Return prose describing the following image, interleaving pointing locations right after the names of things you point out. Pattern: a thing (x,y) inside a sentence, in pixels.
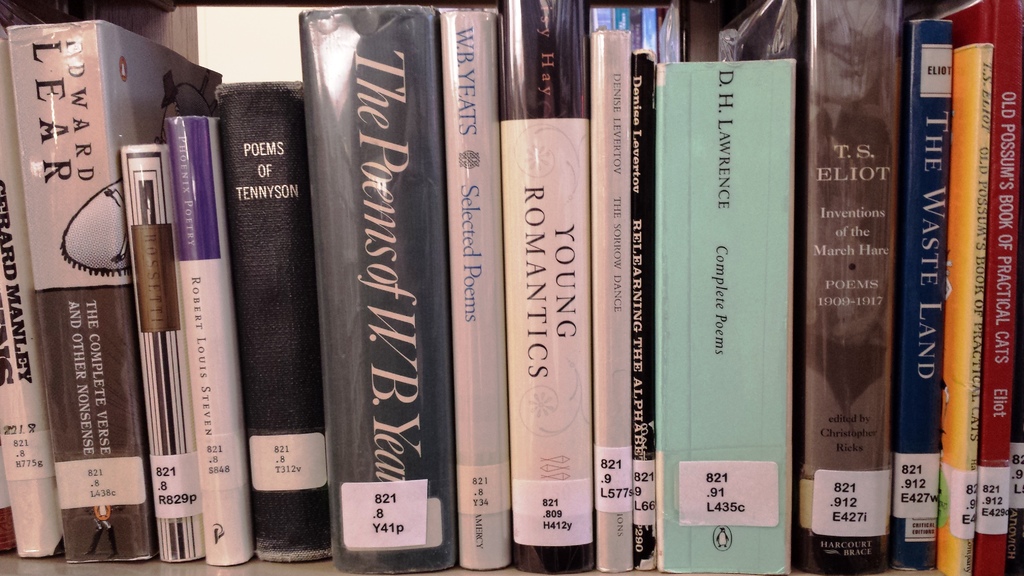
In this image there are few books (560,217) placed on a bookshelf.
